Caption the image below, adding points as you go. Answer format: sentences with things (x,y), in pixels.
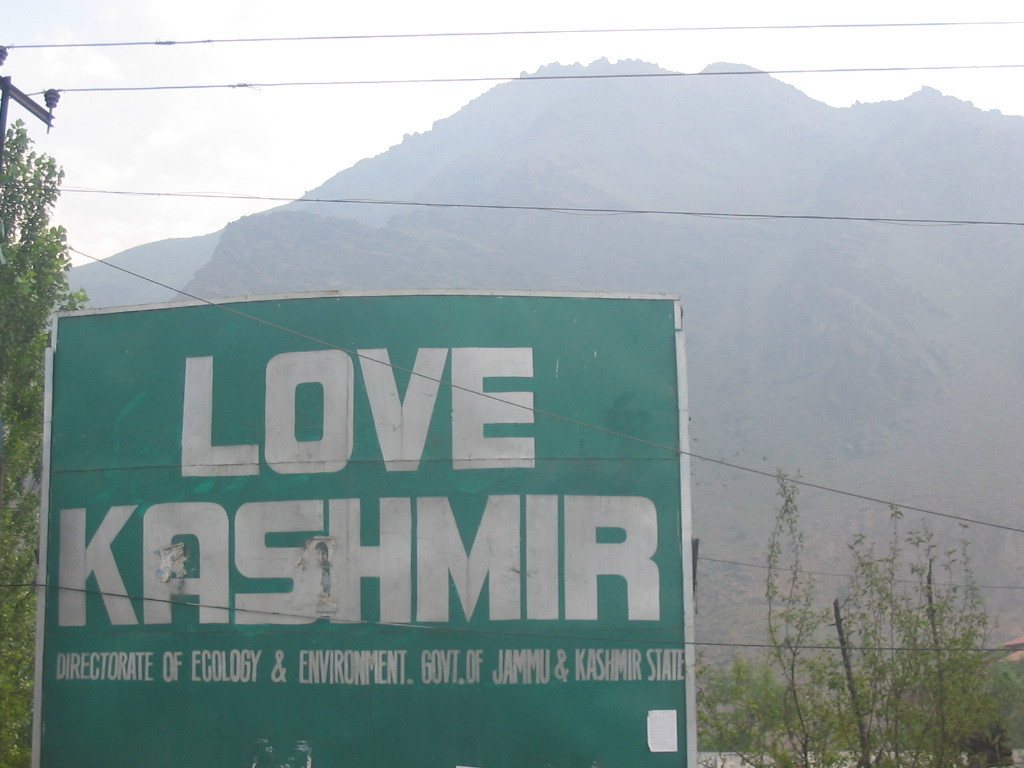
In front of the picture, we see a board (361,468) in green color with some text (402,448) written on it. Behind that, we see the trees (792,594). On the left side (24,311), we see the trees (24,390), an electric pole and wires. There are trees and the hills (579,221) in the background (558,136). At the top (347,118), we see the sky (311,102).
